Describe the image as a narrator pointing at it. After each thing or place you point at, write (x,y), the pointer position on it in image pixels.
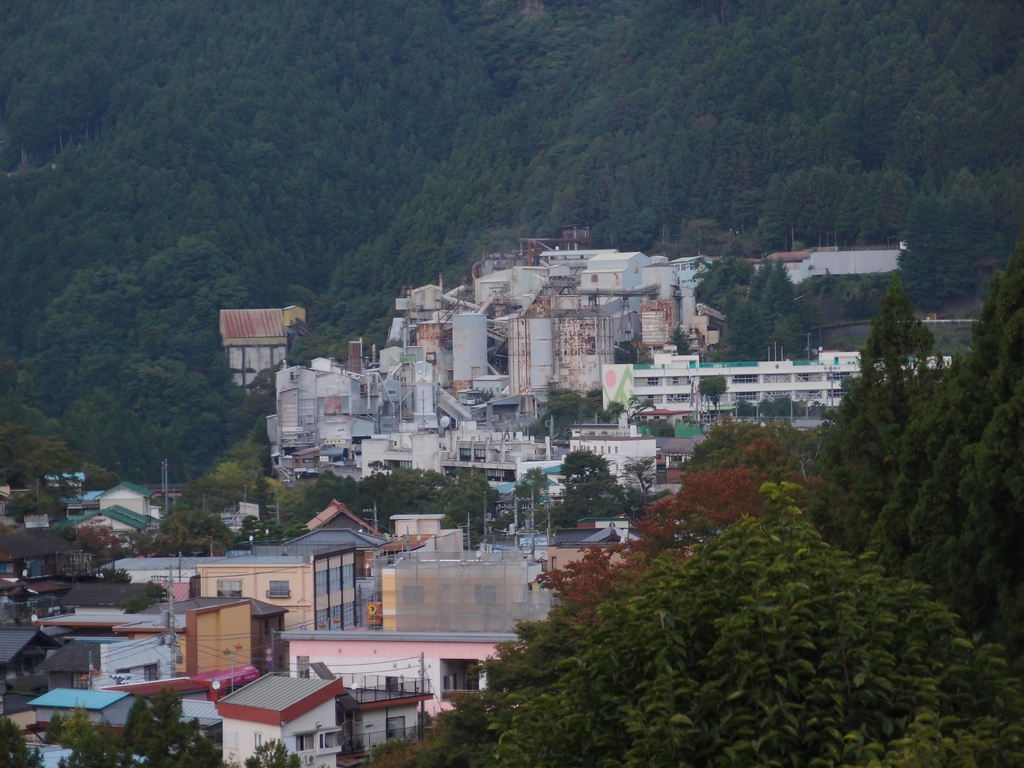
In this image I can see number of trees (699,455) in the front (1000,364) and in the background of the image (394,178). In the centre (614,281) I can see number of buildings (505,362).
